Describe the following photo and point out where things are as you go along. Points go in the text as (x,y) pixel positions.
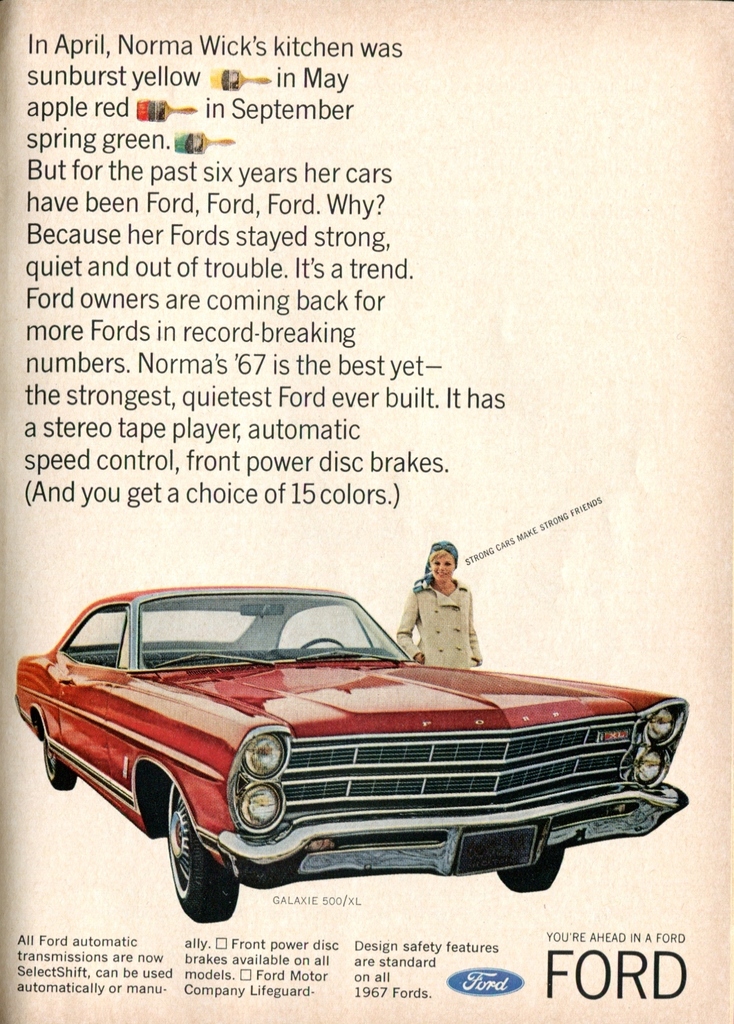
In this picture we can see the poster (254,528), on it we can see pictures (376,685) and text (68,941).
